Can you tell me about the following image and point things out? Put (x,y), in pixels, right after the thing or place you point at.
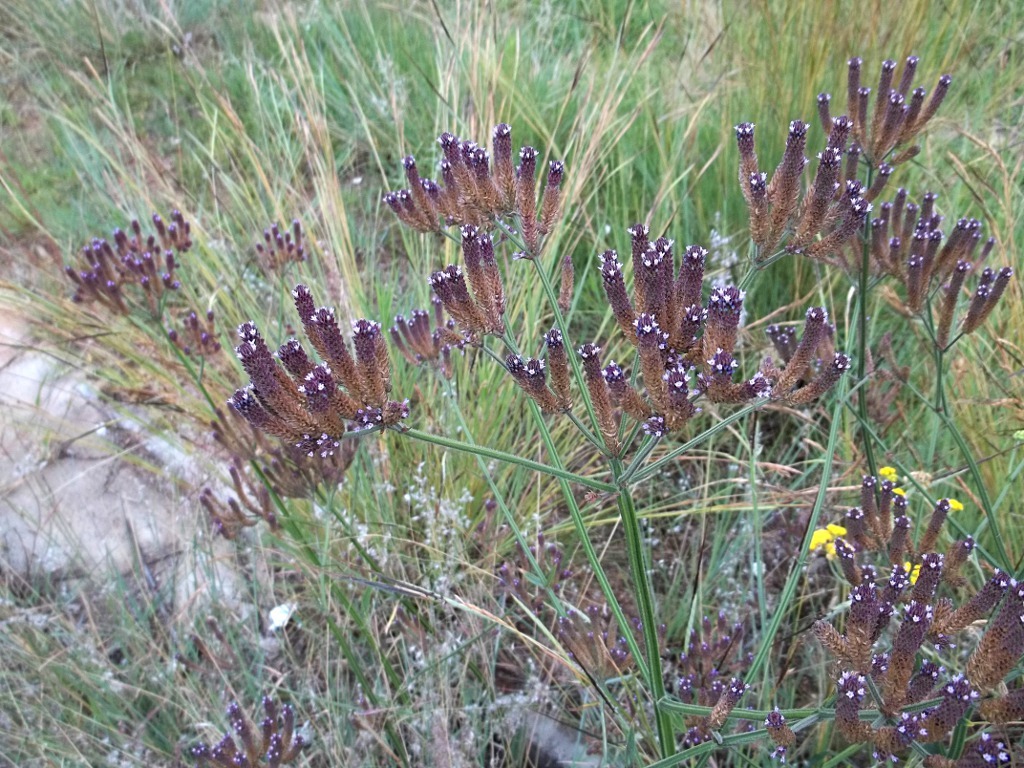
In this image I can see the grass (329,138) and few flowers (296,367) which are pink, brown, white and yellow in color. To the left side of the image (70,501) I can see a white colored object (188,463).
